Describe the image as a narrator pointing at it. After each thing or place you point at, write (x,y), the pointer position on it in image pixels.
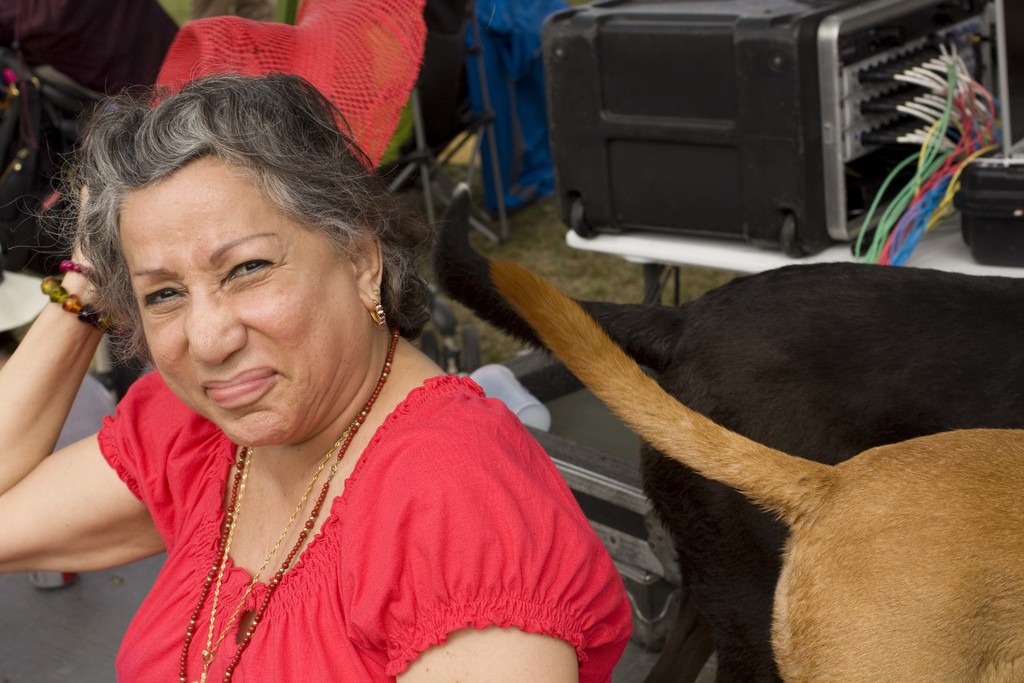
In the center of the image (384,410) we can see a woman (386,495). On the right side of the image (901,317) we can see dogs (849,532). In the background (596,458) we can see table (633,249), suitcase (670,181) and some objects (497,77).
